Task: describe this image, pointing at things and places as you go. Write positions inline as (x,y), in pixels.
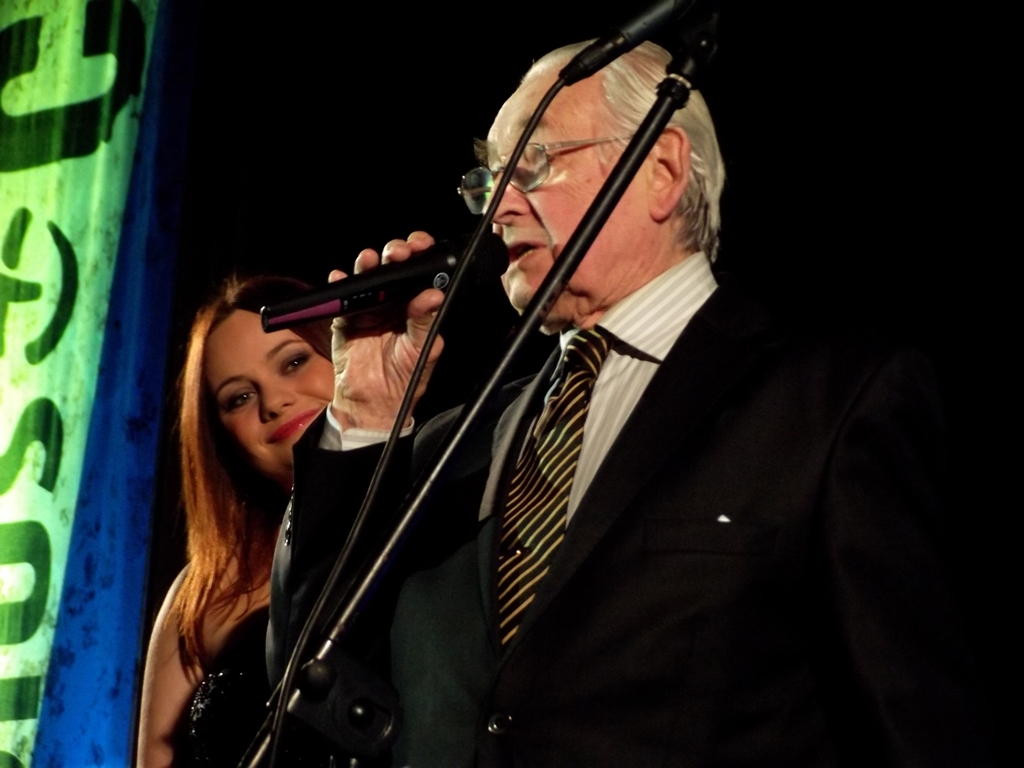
As we can see in the image there are two people (189,428). The man (637,91) on the right side (687,190) is wearing spectacles (479,179), black color jacket (719,377) and talking on mic (466,242) and on the left side (274,406) there is a women (257,429) standing. there is a green color banner (99,306) over here.
